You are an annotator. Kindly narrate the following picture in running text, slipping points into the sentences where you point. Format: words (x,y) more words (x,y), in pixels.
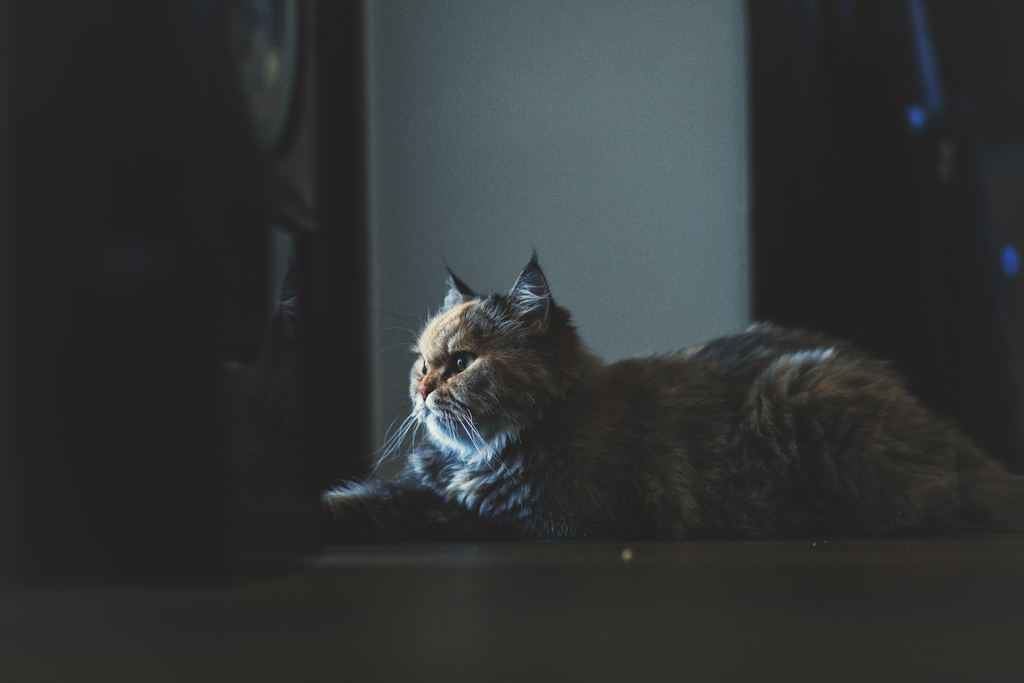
In this image there is a cat (708,442) sitting on the floor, there is a white wall (545,156), there is an object (144,349) towards the left of the image (134,431).
